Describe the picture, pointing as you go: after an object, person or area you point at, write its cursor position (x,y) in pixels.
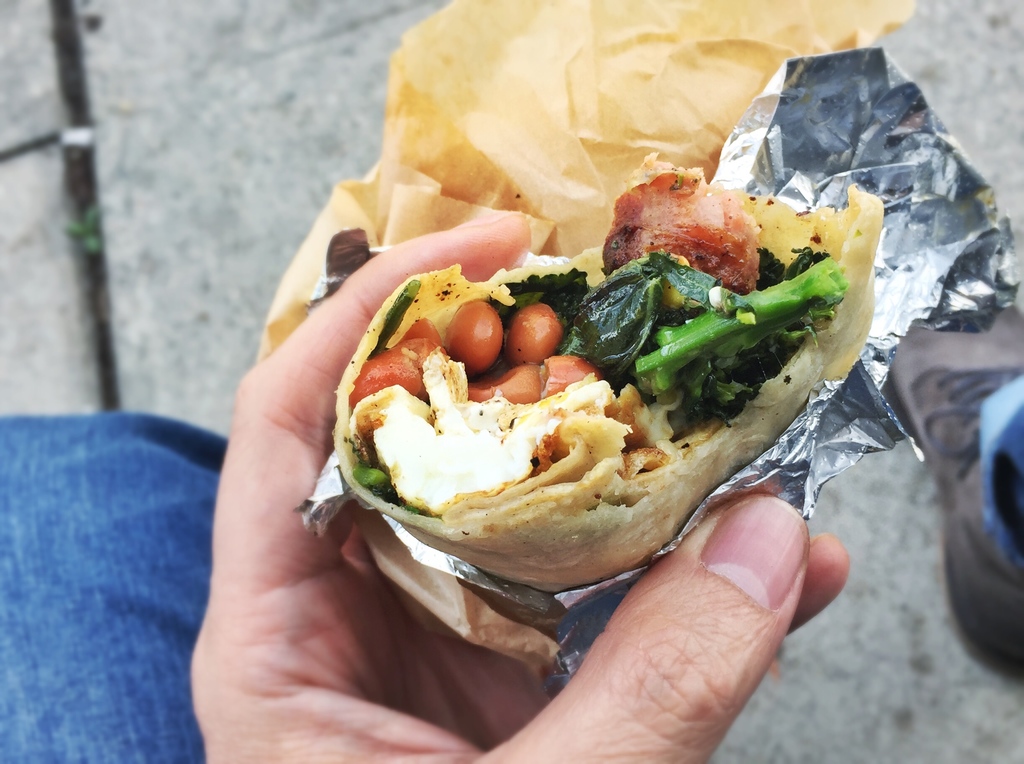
In this picture we can see a person's hand (304,673), there is some food (565,472) in the hand (311,614), we can see a cover (545,139) here.
